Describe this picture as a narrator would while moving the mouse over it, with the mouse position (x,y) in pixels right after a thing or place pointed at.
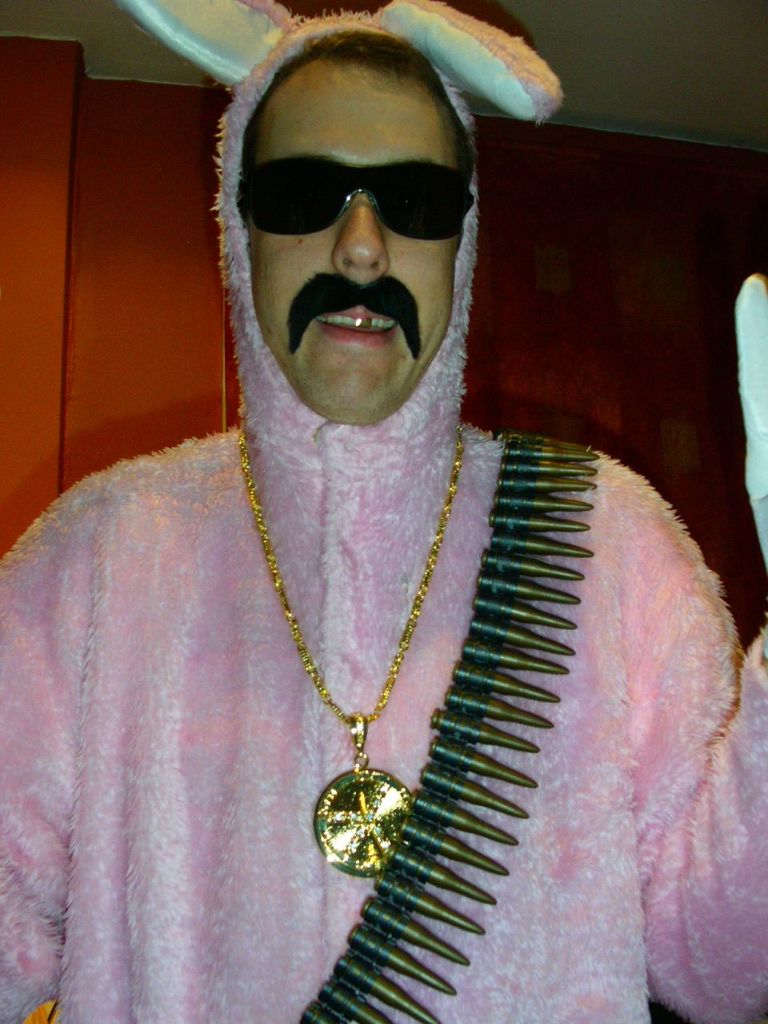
In this image I can see a person (409,604) wearing a pink color shirt (340,614) and wearing a golden chain (346,779) on his neck (281,407) and wearing a black color spectacle (372,169) and I can see a red color wall (121,269) in the background (584,356).
